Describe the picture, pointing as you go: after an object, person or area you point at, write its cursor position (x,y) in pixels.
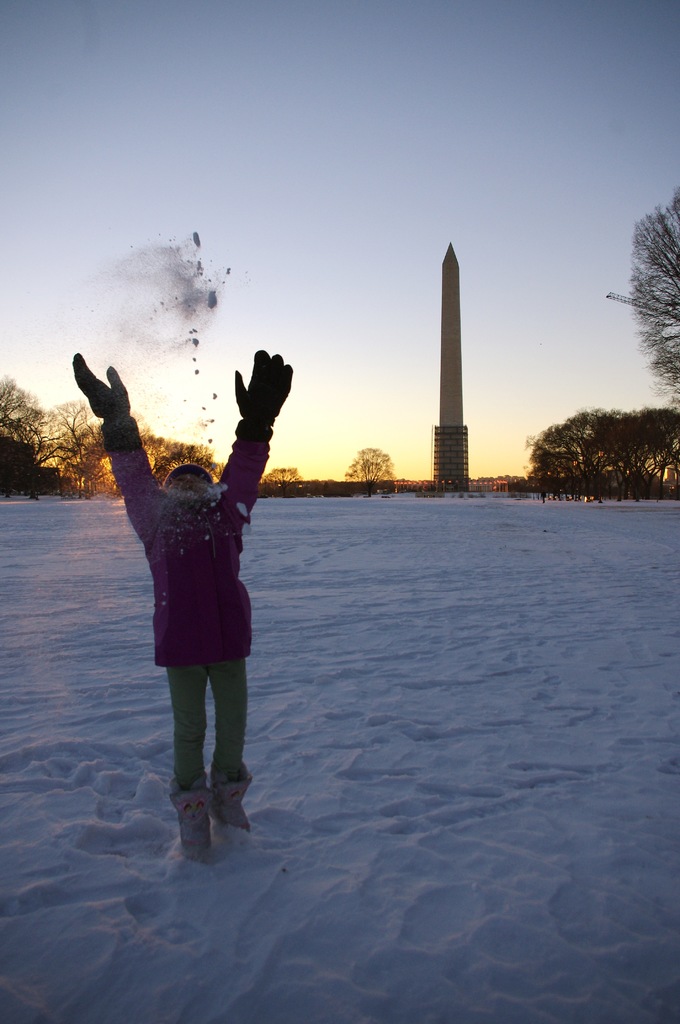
In this image I can see a person (189,724) is standing on the snow (313,906). In the background (443,409) I can see a tower (451,444), trees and the sky (234,357).
